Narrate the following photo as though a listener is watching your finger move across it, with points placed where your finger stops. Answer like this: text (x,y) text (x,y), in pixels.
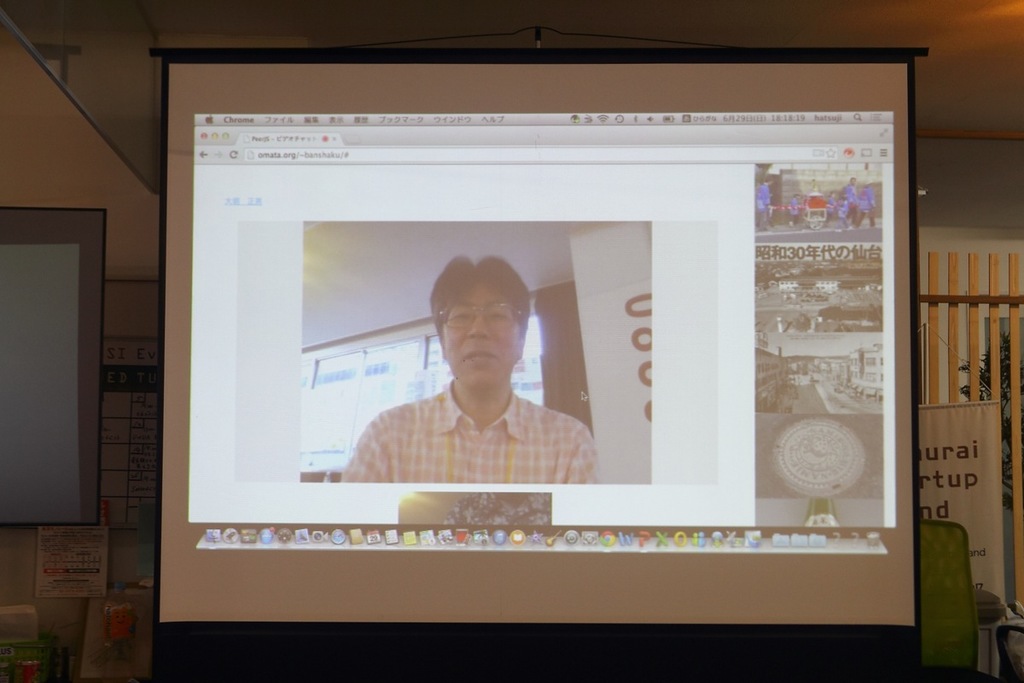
In this image I can see a projector screen (813,339) in the centre (479,347) and on it I can see few pictures (524,334) of people (368,462) and of places (807,369). On the right side of it I can see a green colour thing (964,548), a whiteboard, wooden fencing (972,365) and few other stuffs (986,634). On the left side of the projector screen (857,139) I can see one more screen (88,402), few boards (106,561) and few other stuffs (100,587).
